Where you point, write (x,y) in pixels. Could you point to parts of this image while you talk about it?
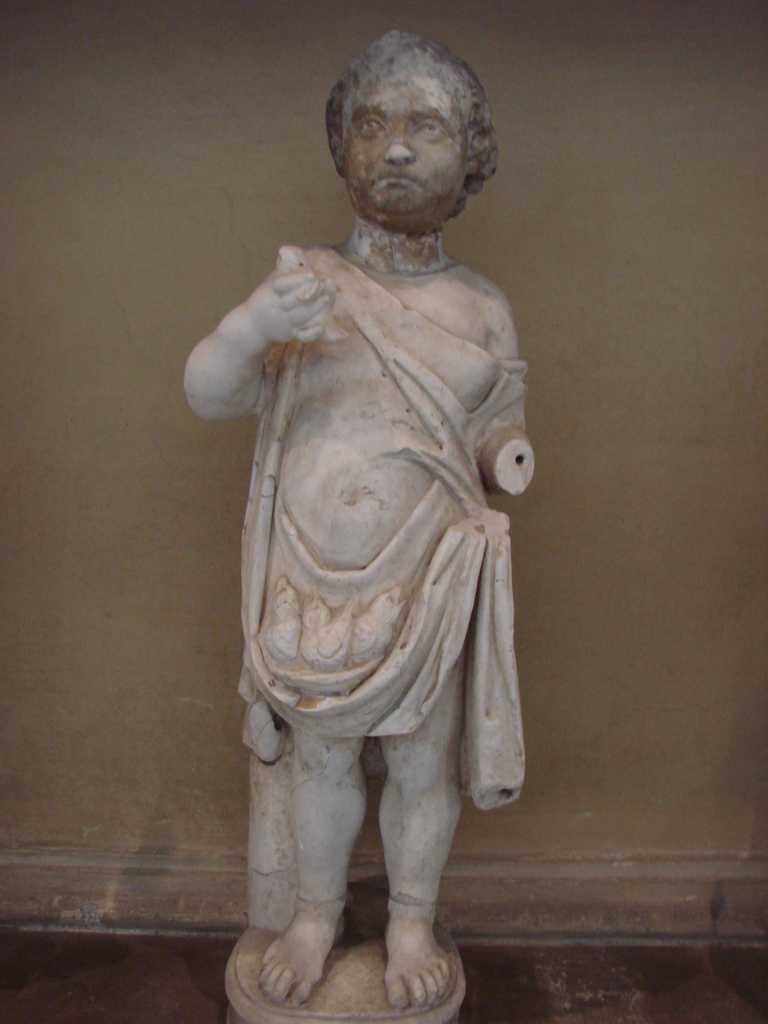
In this image I can see a statue (446,978) on the floor (653,986), and at the back side (133,514) is the wall (626,289).
